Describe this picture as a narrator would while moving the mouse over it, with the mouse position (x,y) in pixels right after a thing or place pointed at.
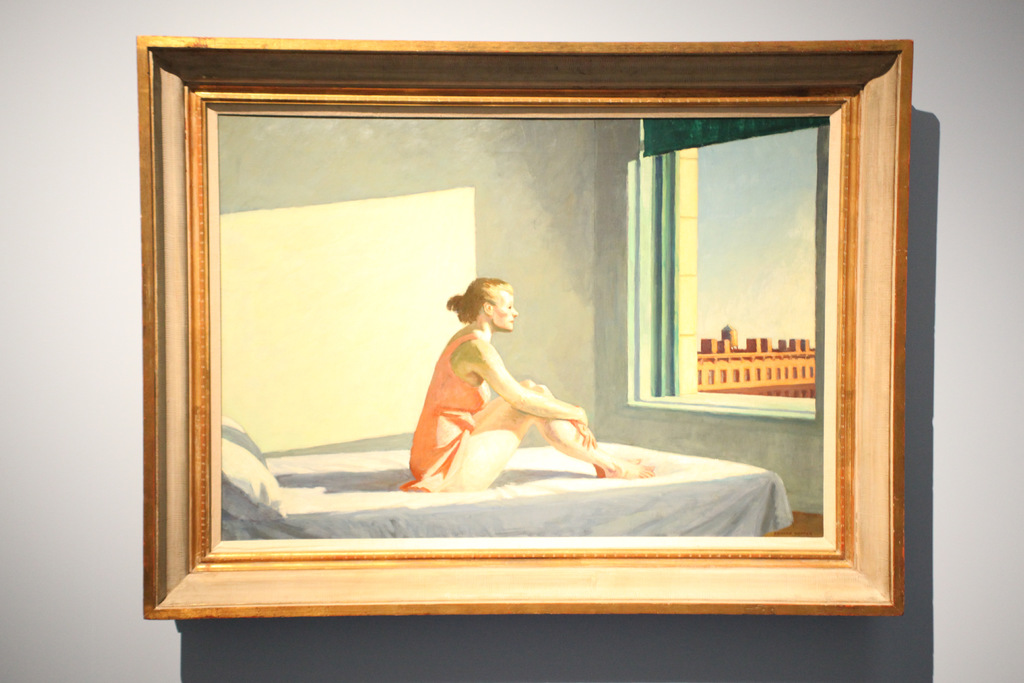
In this image we can see a photo frame (733,194) on the wall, and a woman (533,410) sitting on the cot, and looking into the window (752,271).
